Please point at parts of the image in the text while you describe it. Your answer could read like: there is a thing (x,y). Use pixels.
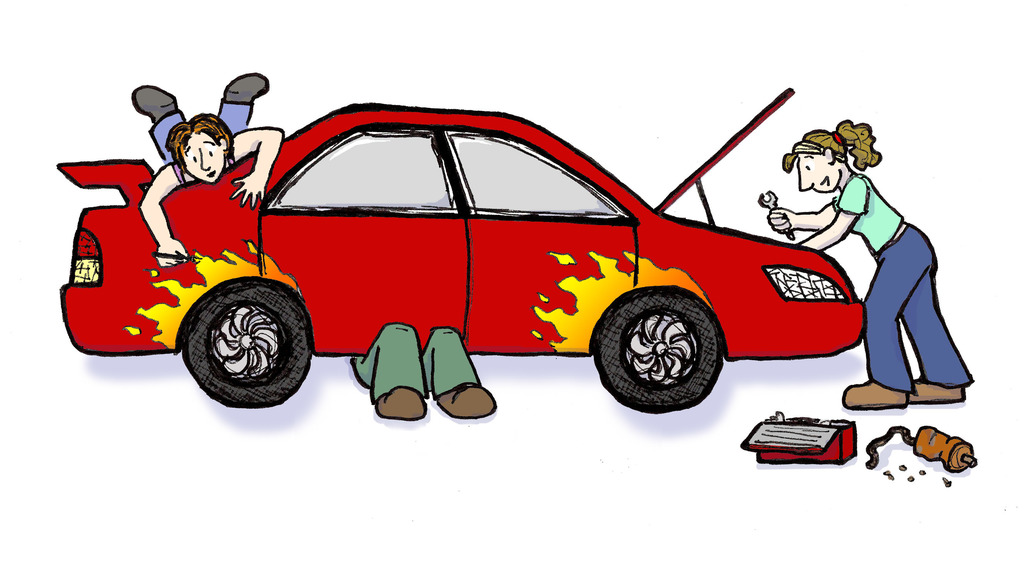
In this image we can see a drawing (698,288) of a car (711,293) and group of people (237,108). One woman (885,264) is standing and holding a wrench (777,210) in her hand (788,219).
